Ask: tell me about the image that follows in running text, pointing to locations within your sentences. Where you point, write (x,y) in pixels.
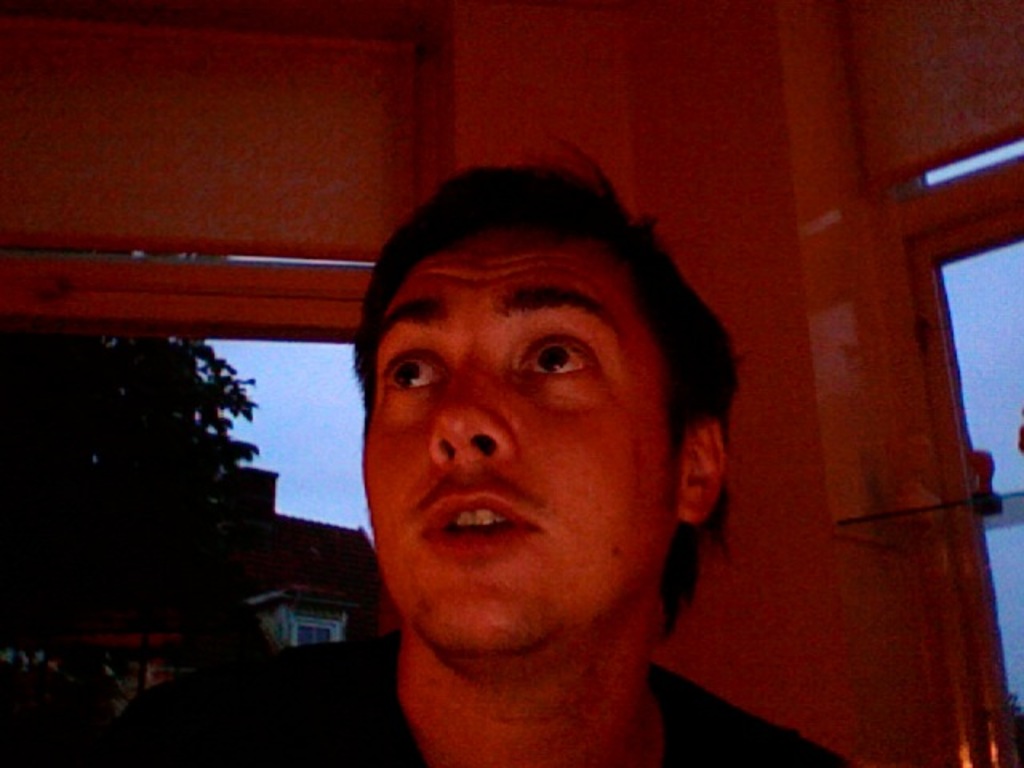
In this image I can see a man (529,557) is looking at the top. On the left side (162,504) there are trees (176,535) and buildings (305,585).
